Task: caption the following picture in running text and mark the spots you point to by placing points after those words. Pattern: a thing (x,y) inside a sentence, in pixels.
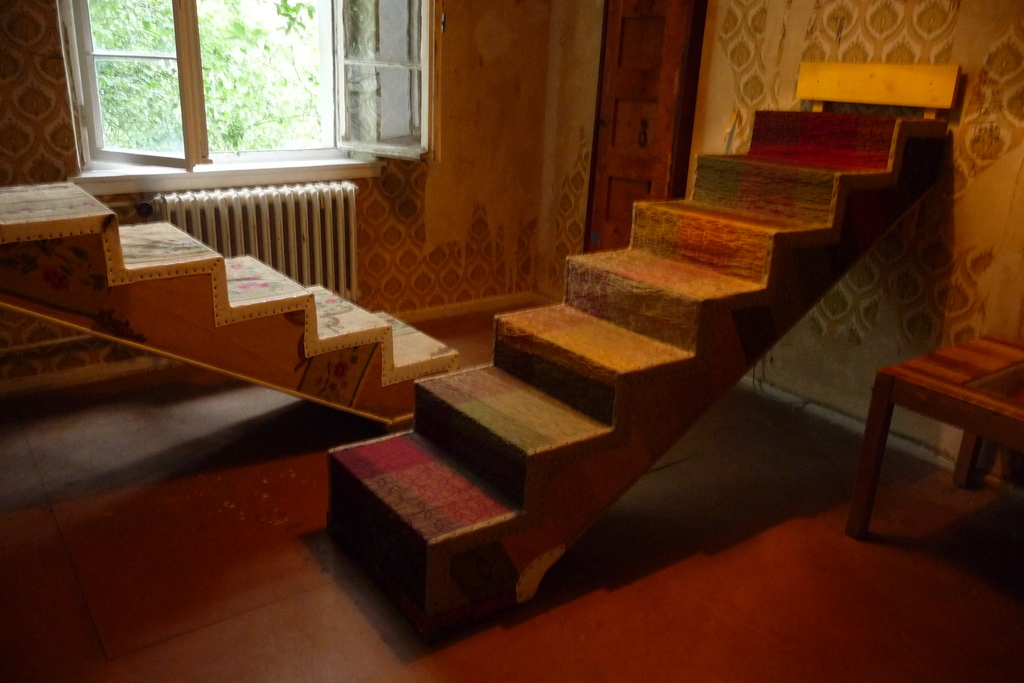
In this image we can see stairs (536,393). Behind the stairs (411,371) we can see a window (429,150), wall (520,155), door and a tree (299,93). On the right side (915,263), we can see a wall (991,148) and a table (990,430).
